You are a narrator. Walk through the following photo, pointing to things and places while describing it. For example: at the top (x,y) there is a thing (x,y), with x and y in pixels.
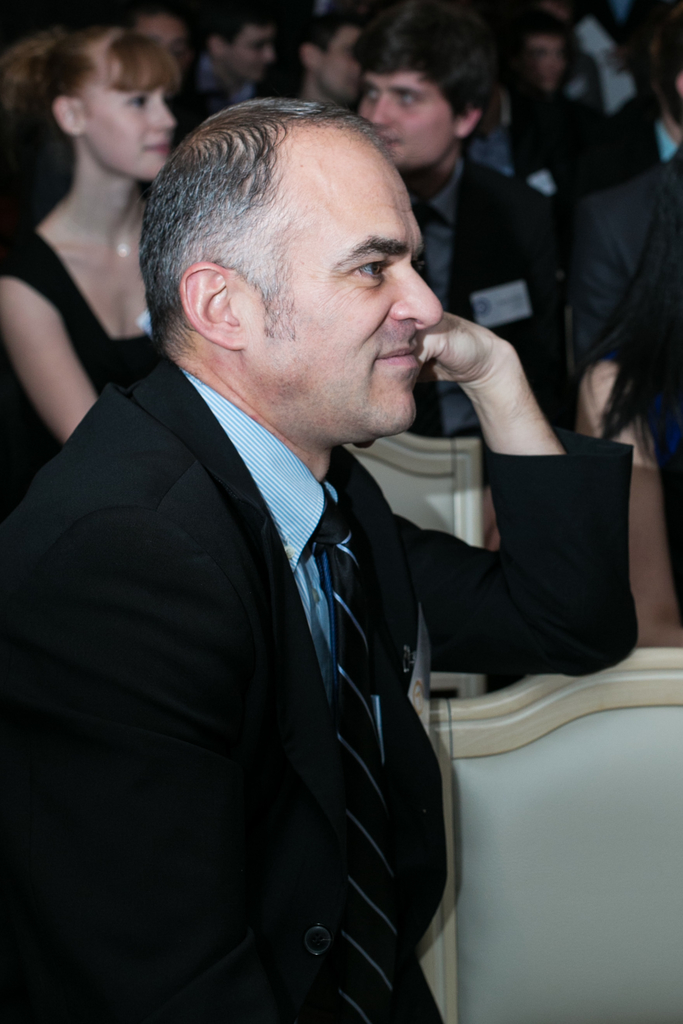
In this picture I can observe a man (161,519) wearing a coat (189,610). In the background (131,283) there are men (389,131) and women (94,65). The woman (100,242) is wearing black color dress (108,353).
